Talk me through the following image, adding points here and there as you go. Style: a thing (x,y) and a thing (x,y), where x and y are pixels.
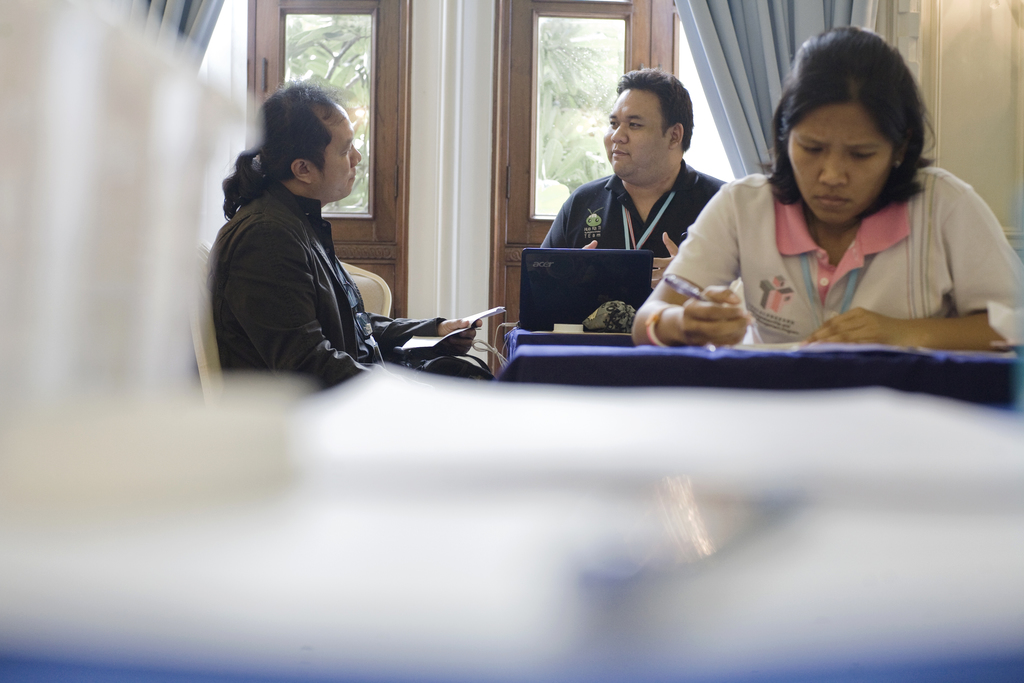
In this image there are people (642,235) sitting and we can see tables (583,336). There is a laptop (641,294) and some things (616,325) placed on the tables (783,415). In the background (525,189) there is a door (588,16) and a curtain (741,55).
